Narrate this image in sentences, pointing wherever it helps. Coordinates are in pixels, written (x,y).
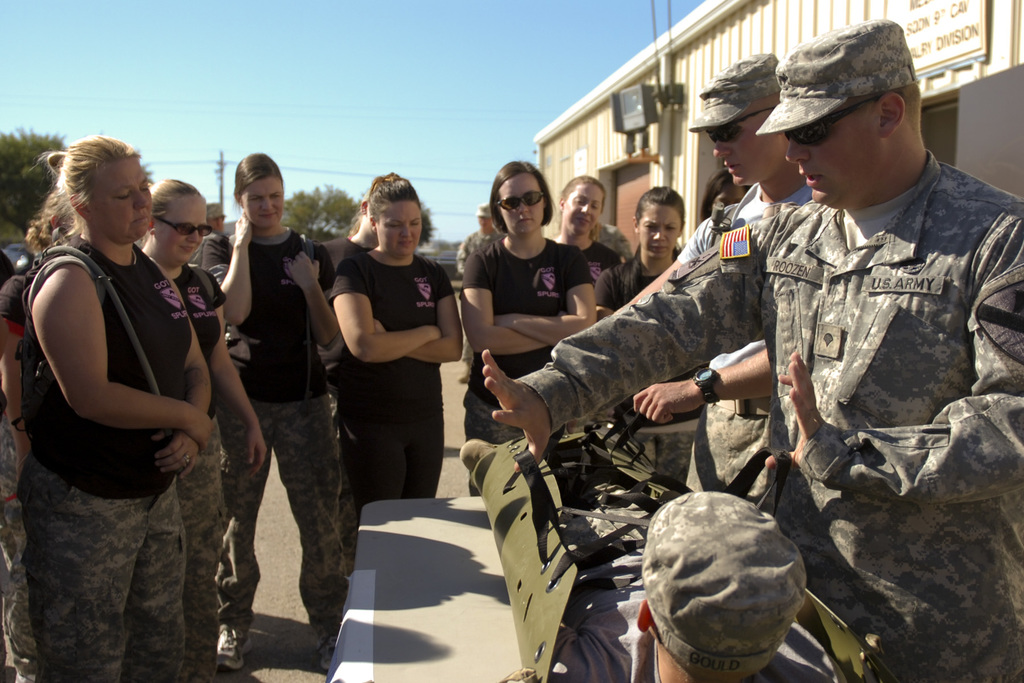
On the right (713,581) at the bottom (648,600) we can see a man (585,600) lying in a bag (531,664) on a table (465,565) and there are two men (719,423) standing next to him. In the background (417,361) there are few women (239,387) standing on the road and on the right side (766,23) there is a room (782,13), lights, poles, hoarding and we can also see trees (16,234), few other persons (4,276), trees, poles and sky (315,107).
